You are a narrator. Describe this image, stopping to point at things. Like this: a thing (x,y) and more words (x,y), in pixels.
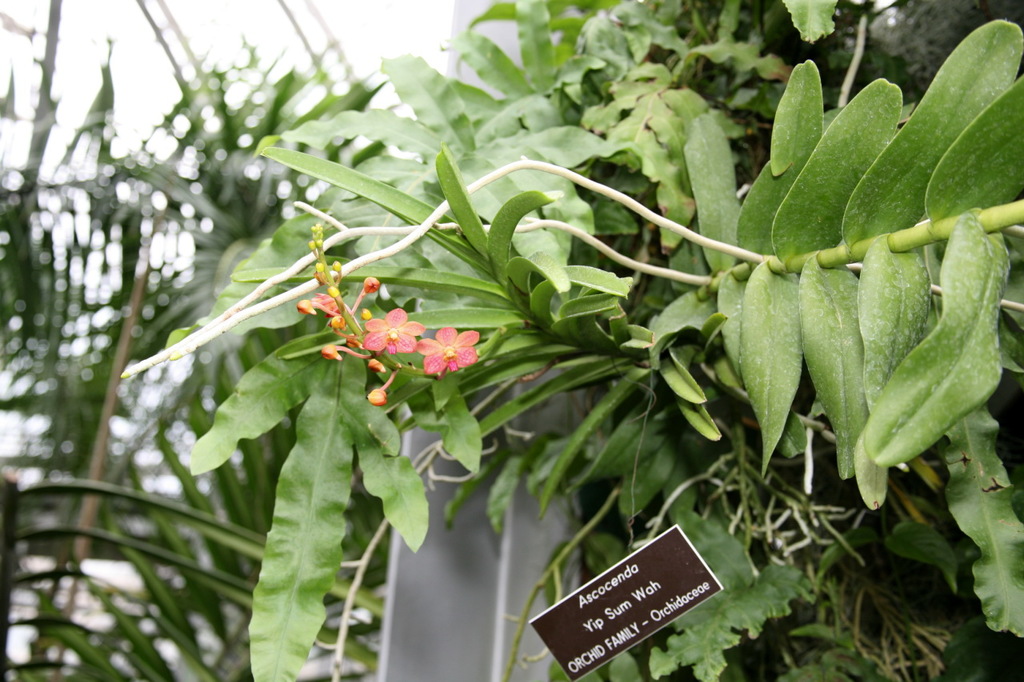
In this picture, we see the trees (804,508). In the middle (352,360), we see the flower (380,346) and the buds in pink and orange color. At the bottom (678,565), we see a small black color board (608,573) with some text (614,588) written on it. In the middle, we see the white poles (449,593). There are trees (194,494) in the background (199,259). At the top (304,64), we see the sky (304,64). This picture is blurred in the background (118,430).
